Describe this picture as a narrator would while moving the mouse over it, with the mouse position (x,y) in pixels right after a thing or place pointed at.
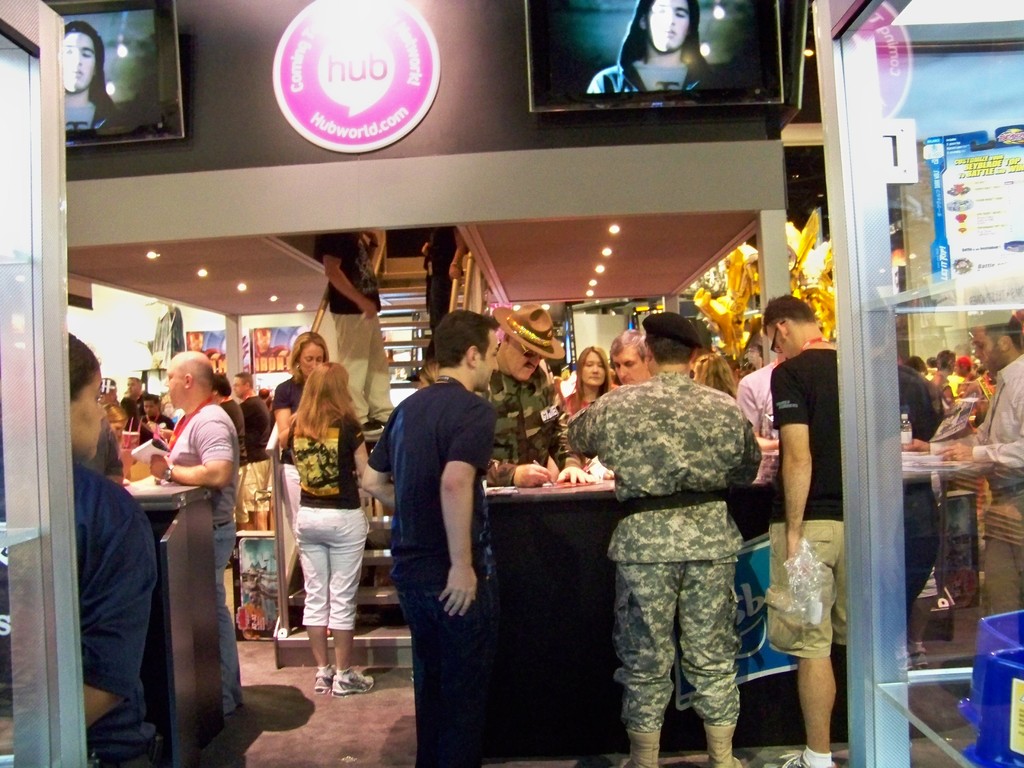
In this image there are a few people (374,483) standing inside a store (355,562), in the store (348,455) we can see stairs (276,465), lamps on the ceiling (158,267), two televisions (126,134) and name board (344,110) and there are some other objects (535,501), on the right (837,341) and left side of the image (14,483) there are glass mirrors (957,92).
